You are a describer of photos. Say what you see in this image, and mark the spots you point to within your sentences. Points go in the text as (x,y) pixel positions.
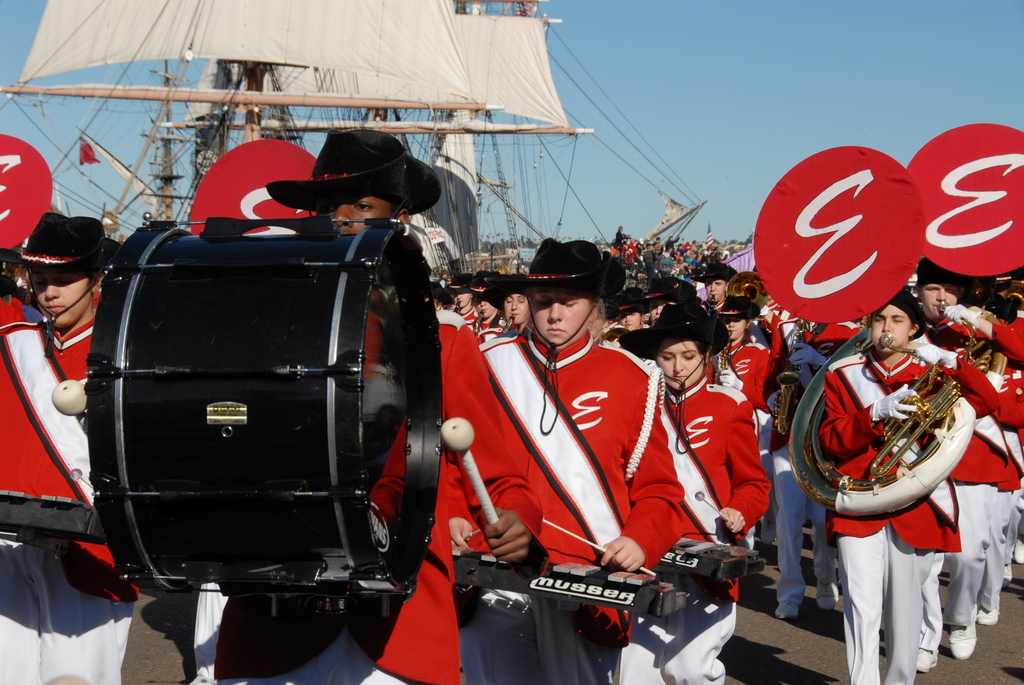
In this image, there are a few people (671,321). Among them, some people (731,321) are playing musical instruments (382,340). We can see some poles (238,127), wires (233,111) and some cloth (395,60). We can also see the sky (749,180).
